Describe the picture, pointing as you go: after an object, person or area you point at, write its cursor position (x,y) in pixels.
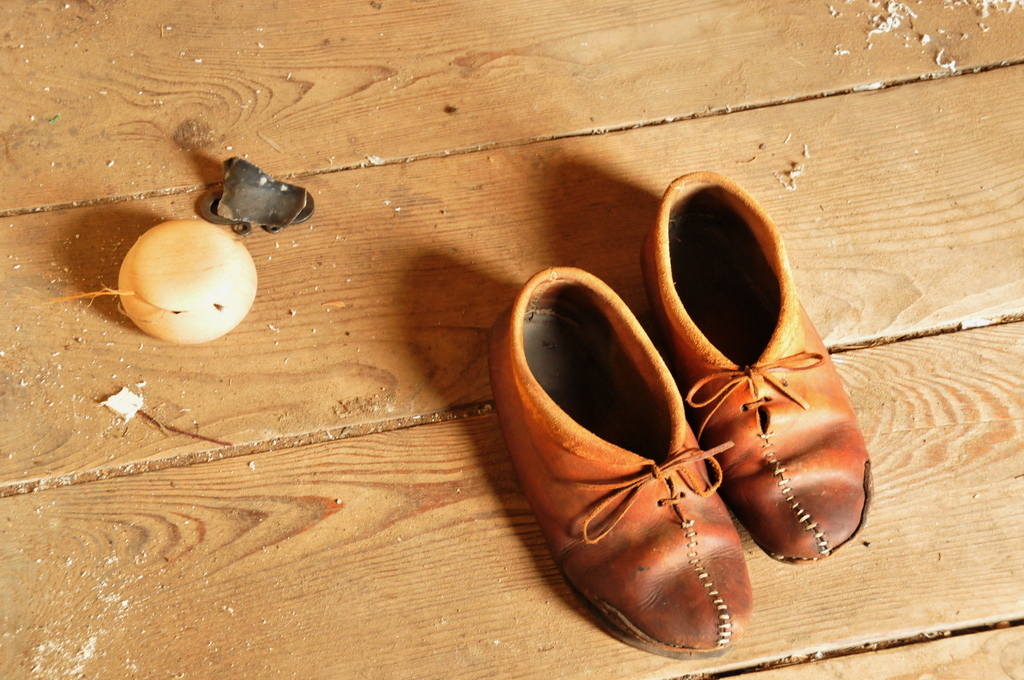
We can see pair of shoe (747,464), ball (155,264) and a metal object (255,215) on a wooden platform (739,171).
